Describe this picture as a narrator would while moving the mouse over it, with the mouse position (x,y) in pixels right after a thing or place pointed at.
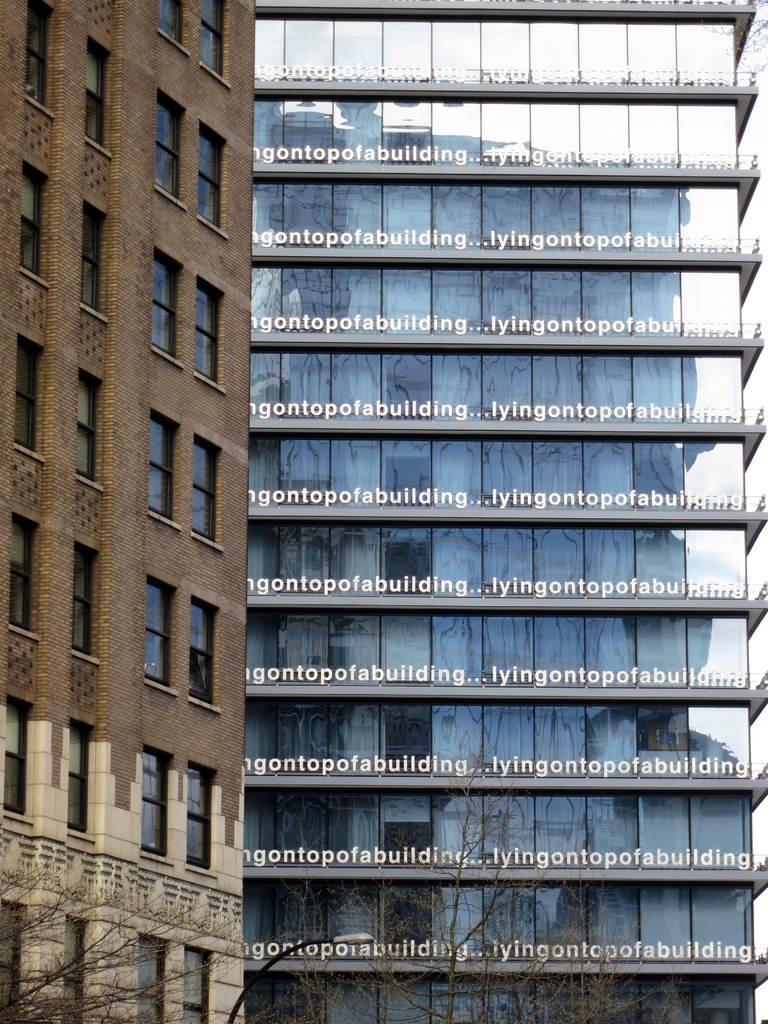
In this picture I can see buildings (371,903), trees (352,919), and there are letters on the building (402,100).
